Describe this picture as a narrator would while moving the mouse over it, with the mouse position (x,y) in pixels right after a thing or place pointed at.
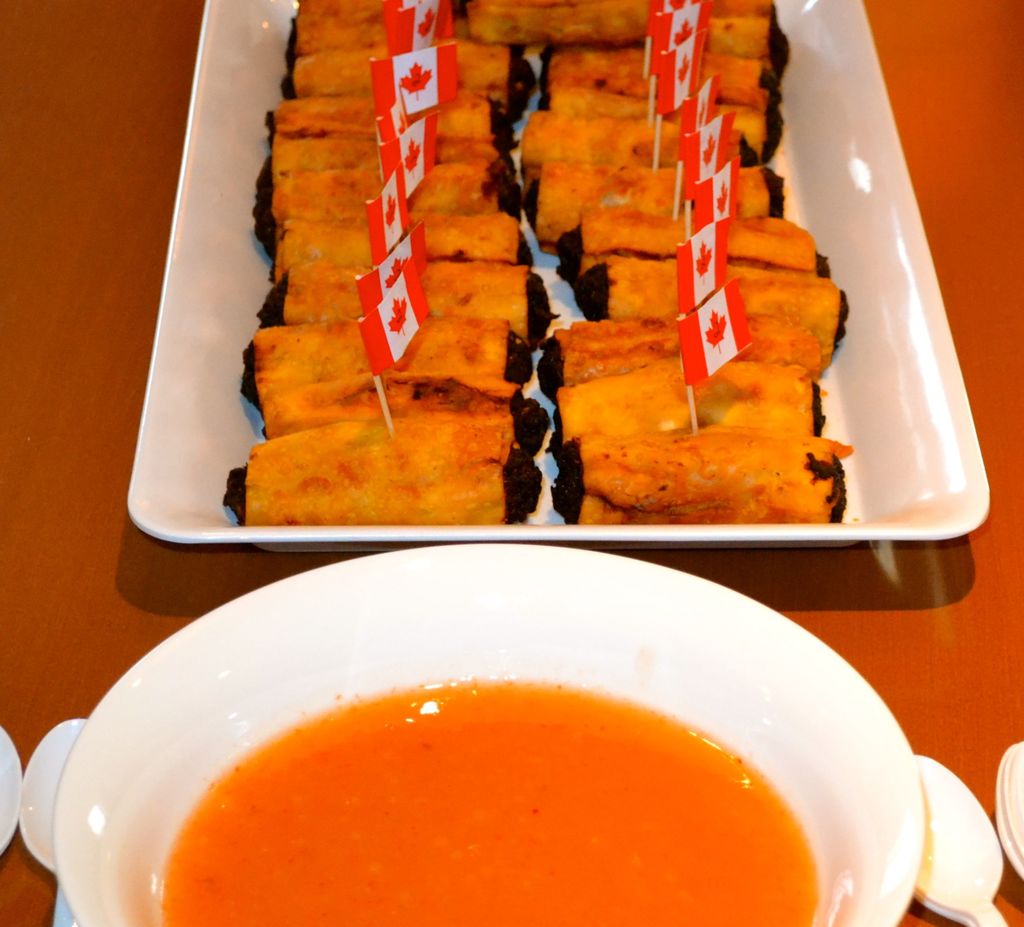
In this image I can see the orange colored surface (39,272) on which I can see the white colored tray (202,97) with few food items (311,291) which are orange and brown in color and few flags (390,183) on them. I can see a white colored bowl (234,659) with orange colored soup (529,812) and I can see few white colored spoons (61,767) on the surface (925,738).
